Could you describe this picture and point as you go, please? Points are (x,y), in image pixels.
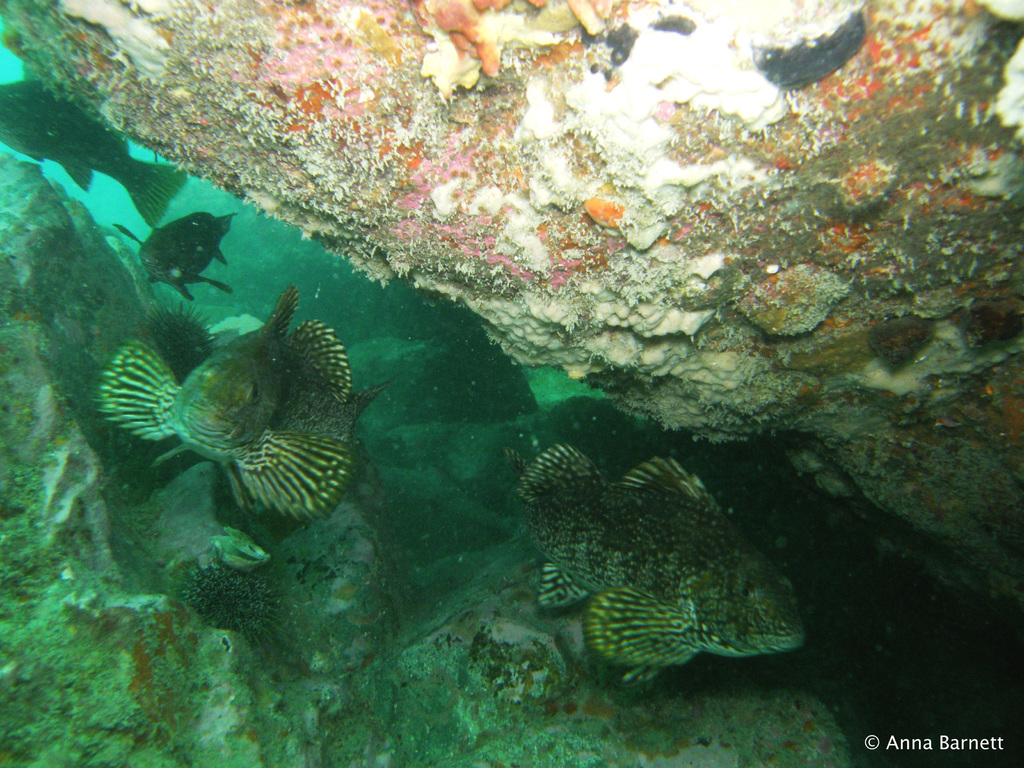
In this picture we can see a few fishes (352,416) in the water (763,659). There are some objects (356,30) visible on top (395,51) and at the bottom of the picture (421,727). We can see a watermark (903,742) and some text (941,742) in the bottom right (967,742).
